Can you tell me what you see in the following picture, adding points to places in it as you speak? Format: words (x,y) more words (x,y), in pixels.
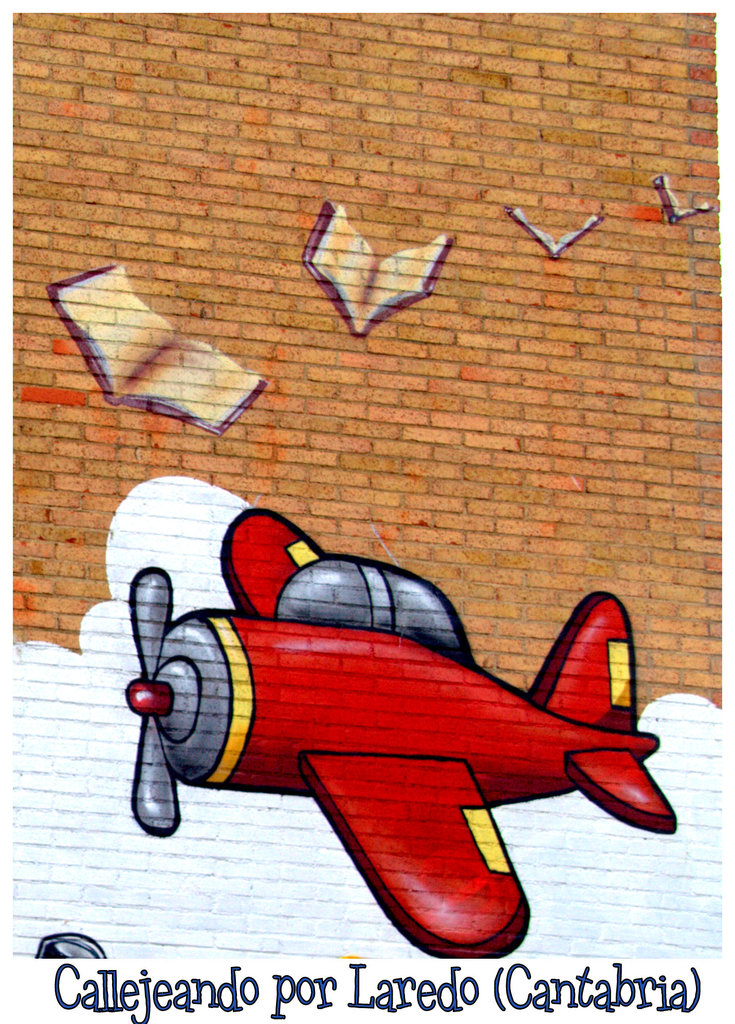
In the center of the image (357,670) we can see an aeroplane (303,710). At the top of the image (512,241) we can see a wall (492,379) and books (345,291) are present. At the bottom of the image (356,986) some text (359,977) is there.
